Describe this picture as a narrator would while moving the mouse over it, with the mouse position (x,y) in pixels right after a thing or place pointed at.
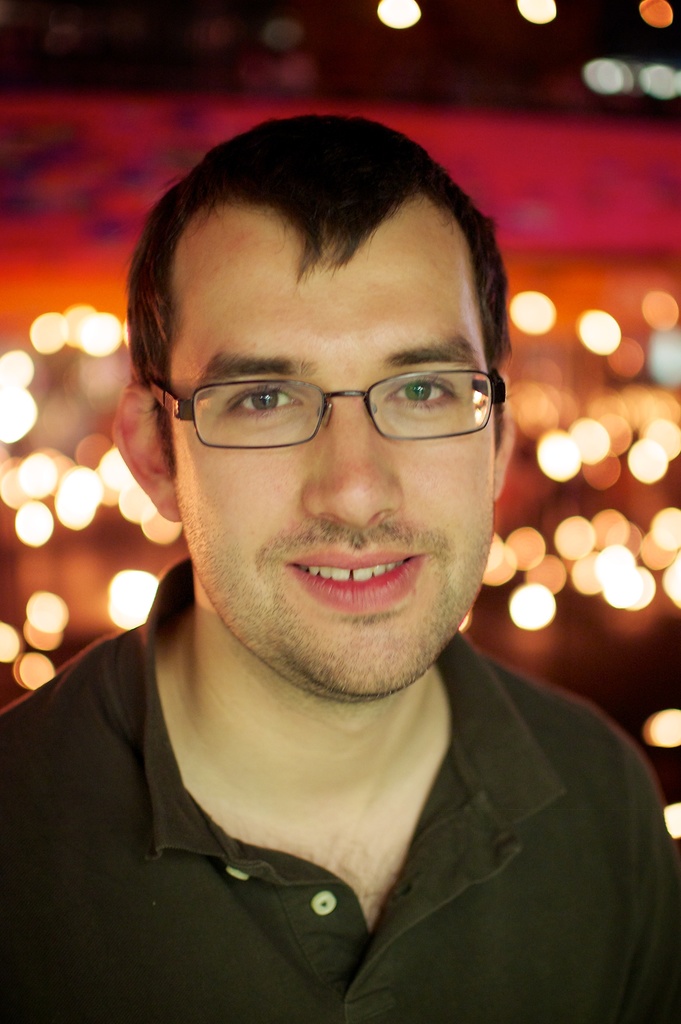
In this image in front (566,889) there is a person (215,507) wearing a smile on his face (397,574). In the background of the image (659,19) there are lights (98,455).
